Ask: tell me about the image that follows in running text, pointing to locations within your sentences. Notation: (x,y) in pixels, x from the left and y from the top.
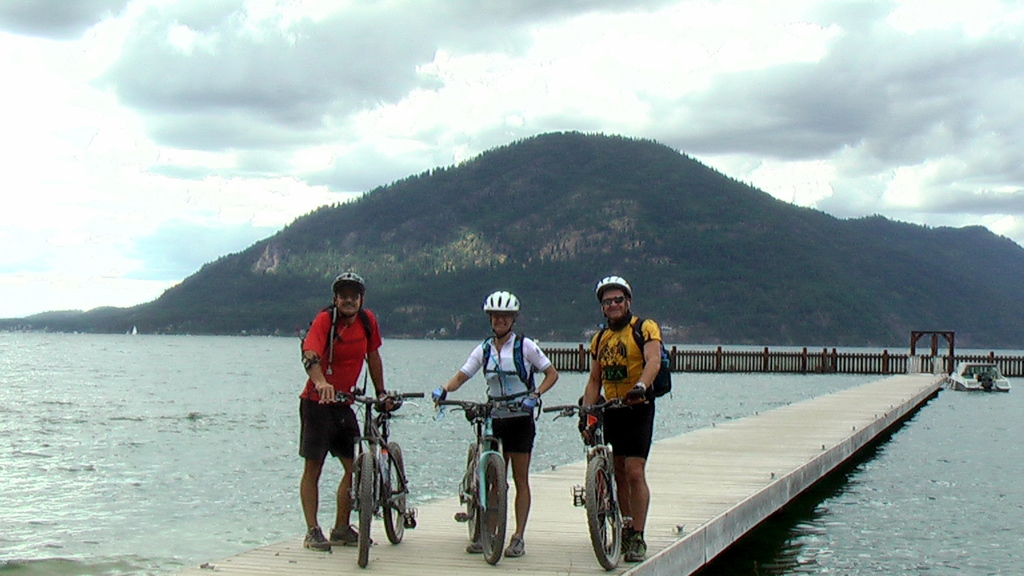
In this image, there are a few people (523,440) holding bicycles (468,464). We can see some water (132,464) with a few objects (970,389) floating on it. We can also see some hills (942,273) and the fence (996,358). We can also see the sky (410,149) with clouds (385,129). We can also see a path (452,573) above the water (36,342).
